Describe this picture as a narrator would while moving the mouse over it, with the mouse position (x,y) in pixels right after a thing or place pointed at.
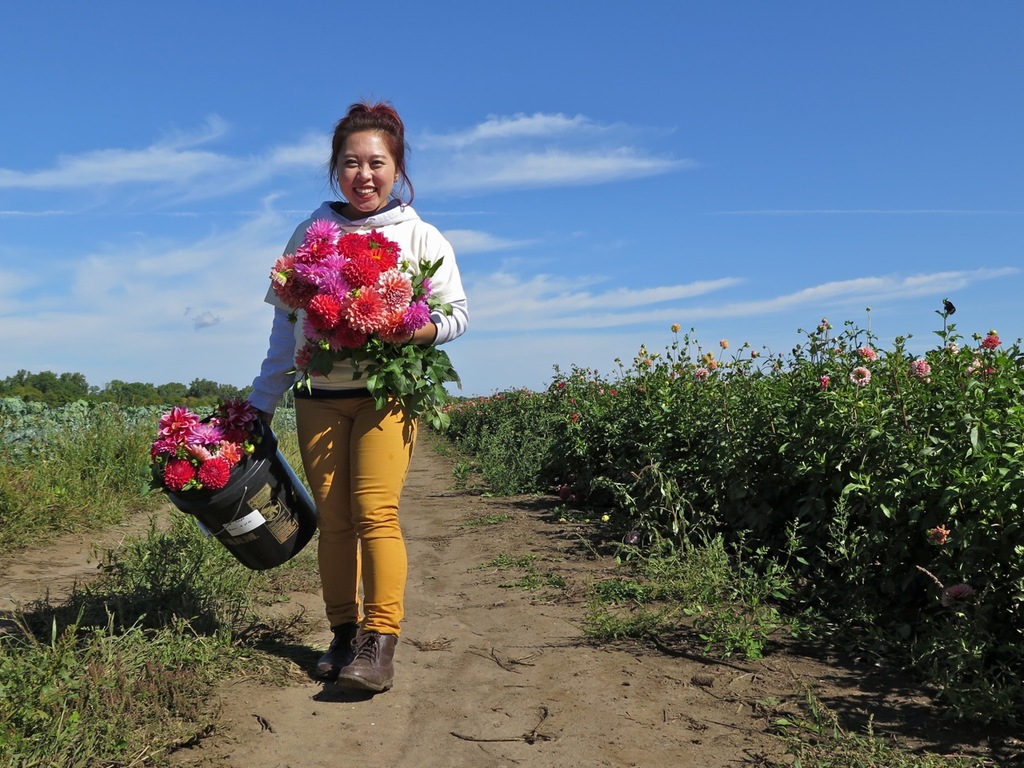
In this image I can see the person (311,449) standing on the ground (296,677). The person (368,655) is wearing the white and yellow color dress (369,428) and also holding the flowers (180,462) which are in red, pink and white color. She is also holding the bucket (258,510). To the side of the person (389,479) there are many plants (760,422) with flowers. In the background (256,243) I can see the clouds (506,133) and the blue sky (449,94).
